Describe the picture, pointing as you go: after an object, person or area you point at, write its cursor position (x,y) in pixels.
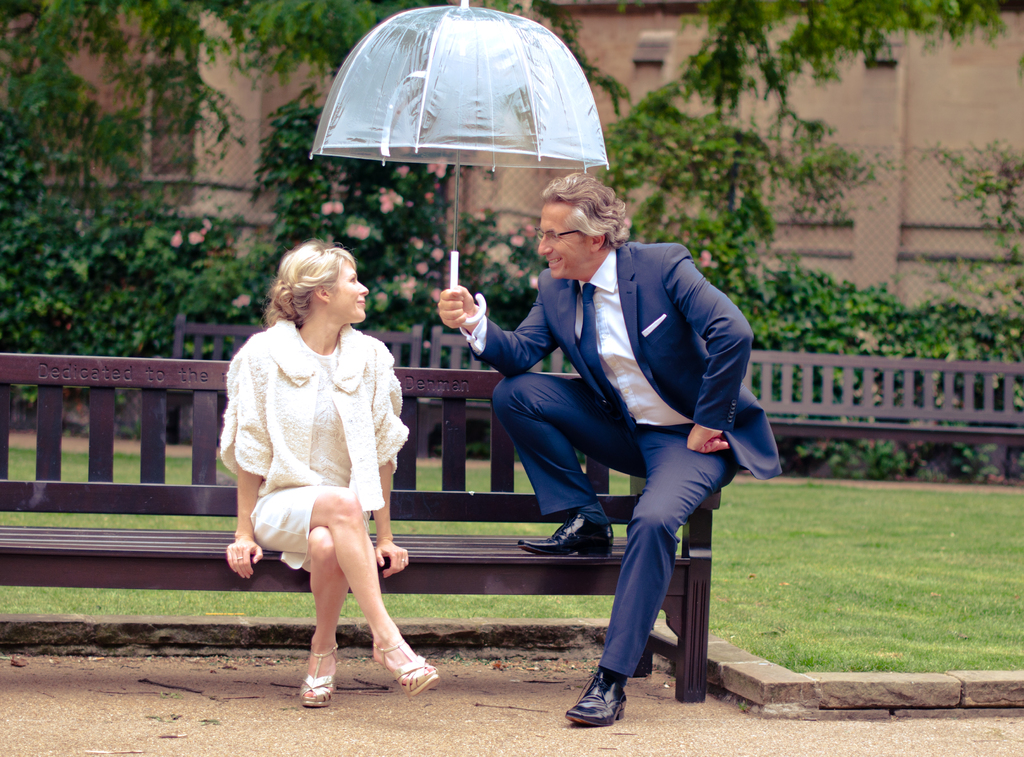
In this picture I can see there is a man (627,595) and a woman (328,695) sitting on the bench (610,580) and he is holding a umbrella (501,51) and there is grass (612,596) on the floor (901,568) and in the backdrop (452,229) there is a building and there are plants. In the backdrop (839,205) there is a fence (918,231) and there is a tree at left (221,103) and there is a building (770,119) in the backdrop (918,231) and there is a fence (907,225).
